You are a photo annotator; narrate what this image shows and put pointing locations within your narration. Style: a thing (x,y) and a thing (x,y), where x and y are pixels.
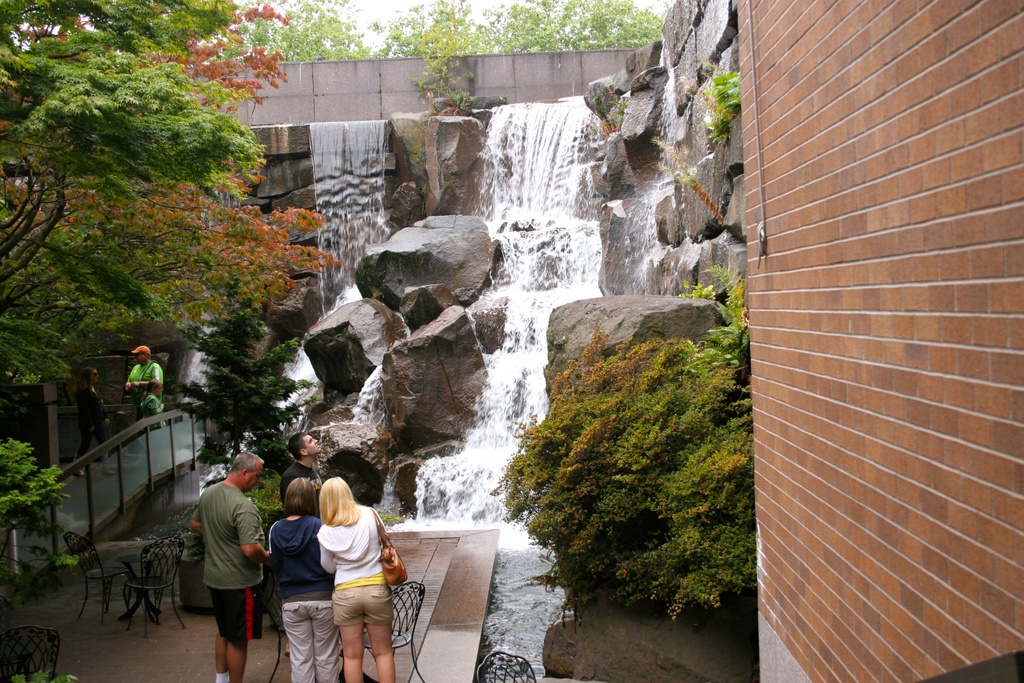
In this image we can see a group of people (313,577) standing on the ground (437,557). We can also see trees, chairs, plants (677,428), the water flow (451,510), rocks (615,607), the railing (119,504), a wall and the sky (360,27).
